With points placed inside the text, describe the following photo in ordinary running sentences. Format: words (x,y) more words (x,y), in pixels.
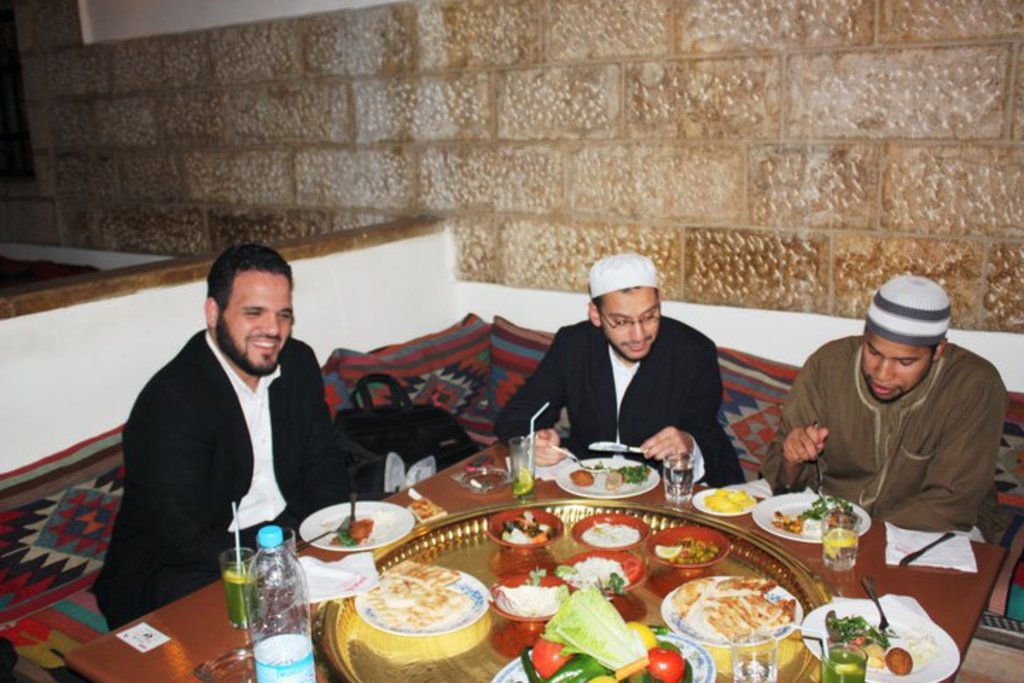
In this picture we can see three people (542,458) seated on the bench (46,574), in front of them we can find glasses (857,662), bottle (290,637), plates (477,589), bowls (497,522) and some food (728,616) on the table (852,586), and also we can see a bag (399,407) besides to them.
